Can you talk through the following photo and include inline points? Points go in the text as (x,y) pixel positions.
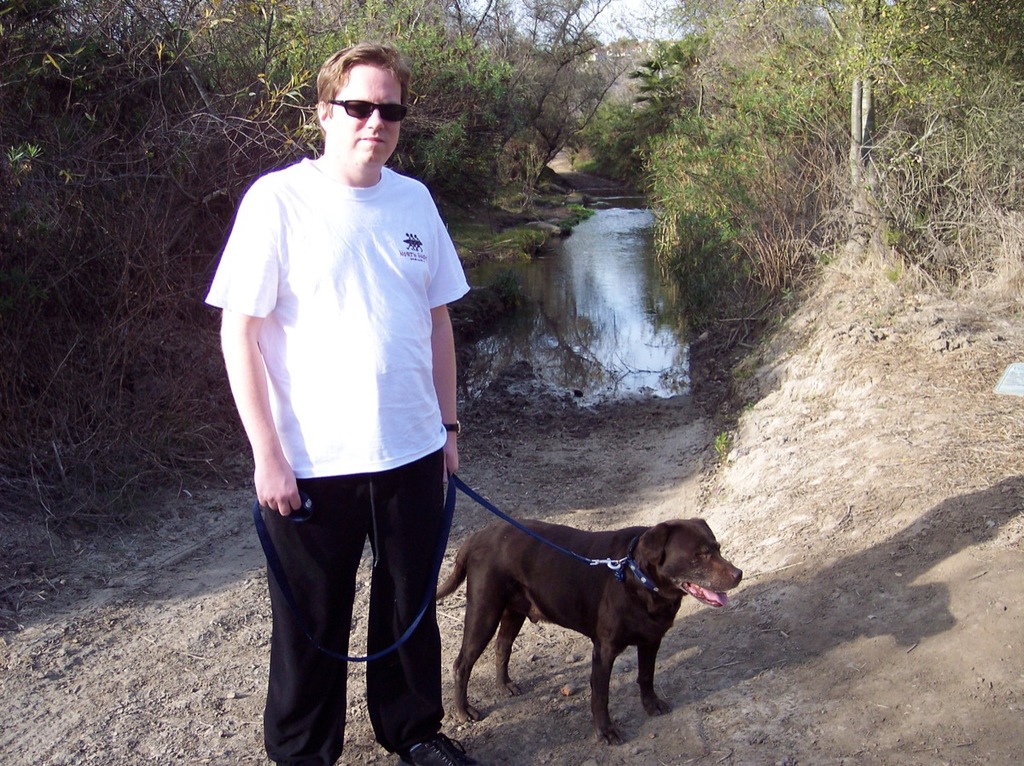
There is a man (341,55) standing on the left side (340,69). He is holding a dog (480,590) which is on the right side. In the background (538,70) we can see trees (222,45) and a lake (615,314).
